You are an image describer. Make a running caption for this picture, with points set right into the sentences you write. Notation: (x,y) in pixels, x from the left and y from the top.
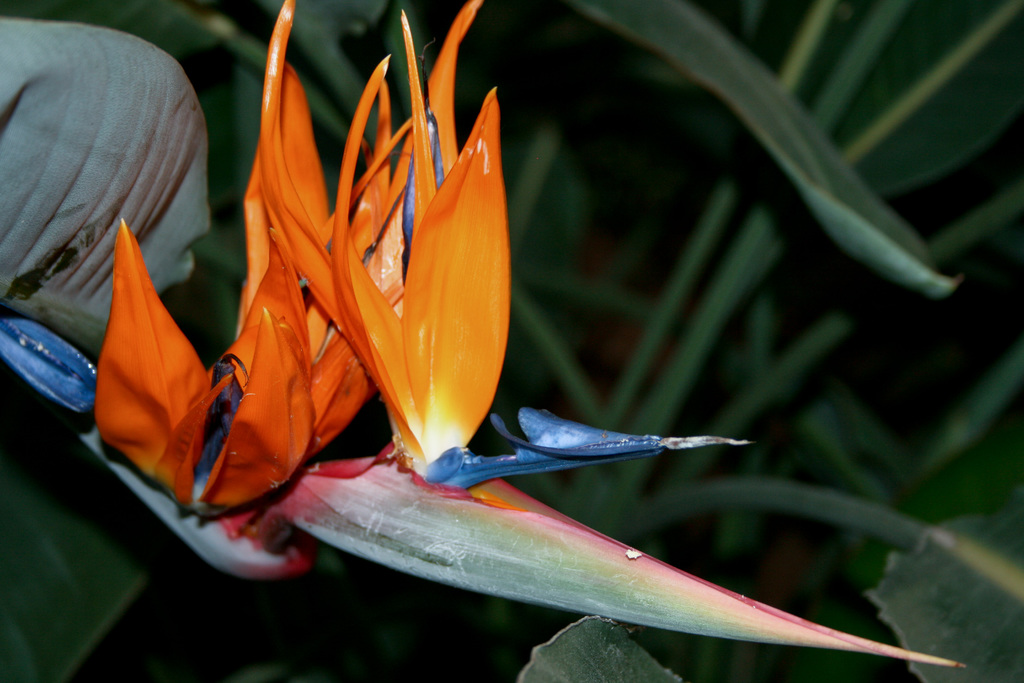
In this picture there are two flowers (159,356) on the plant (221,463) and the flowers (260,493) are in orange and in violet color. At the back (787,487) there are plants (839,484).
